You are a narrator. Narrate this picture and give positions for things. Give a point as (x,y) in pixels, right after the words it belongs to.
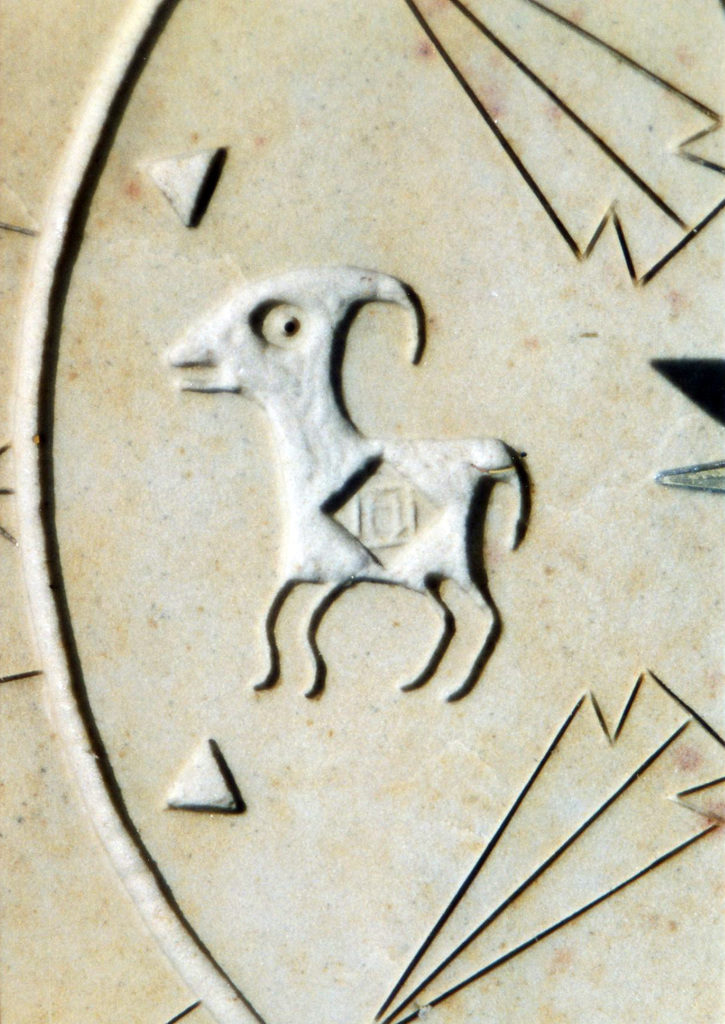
In this image I can see some art design (299,500) on a surface (234,492).
